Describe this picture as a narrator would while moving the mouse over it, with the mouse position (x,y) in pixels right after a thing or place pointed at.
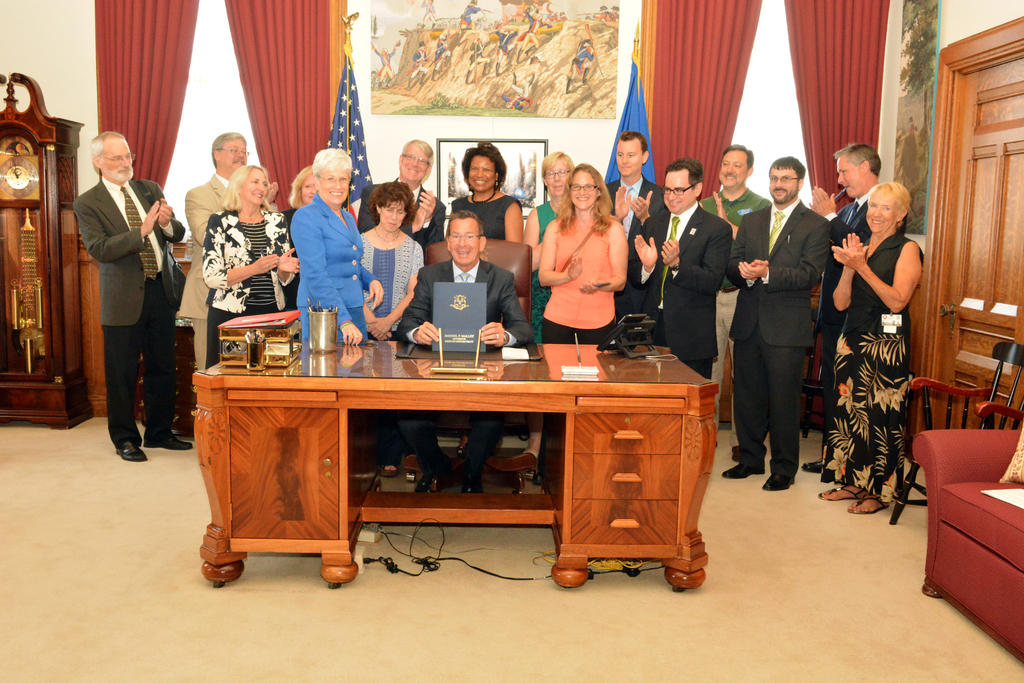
In the image there are old men (648,223) and women (596,206) in suits (103,232) clapping standing behind a table (356,420), behind them there are curtains (746,13) on the wall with paintings (516,78) in the middle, on the right side (975,460) there is sofa (1001,486) and chair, on the left side (52,248) there is a clock (27,149) in front of the wall (55,87).
